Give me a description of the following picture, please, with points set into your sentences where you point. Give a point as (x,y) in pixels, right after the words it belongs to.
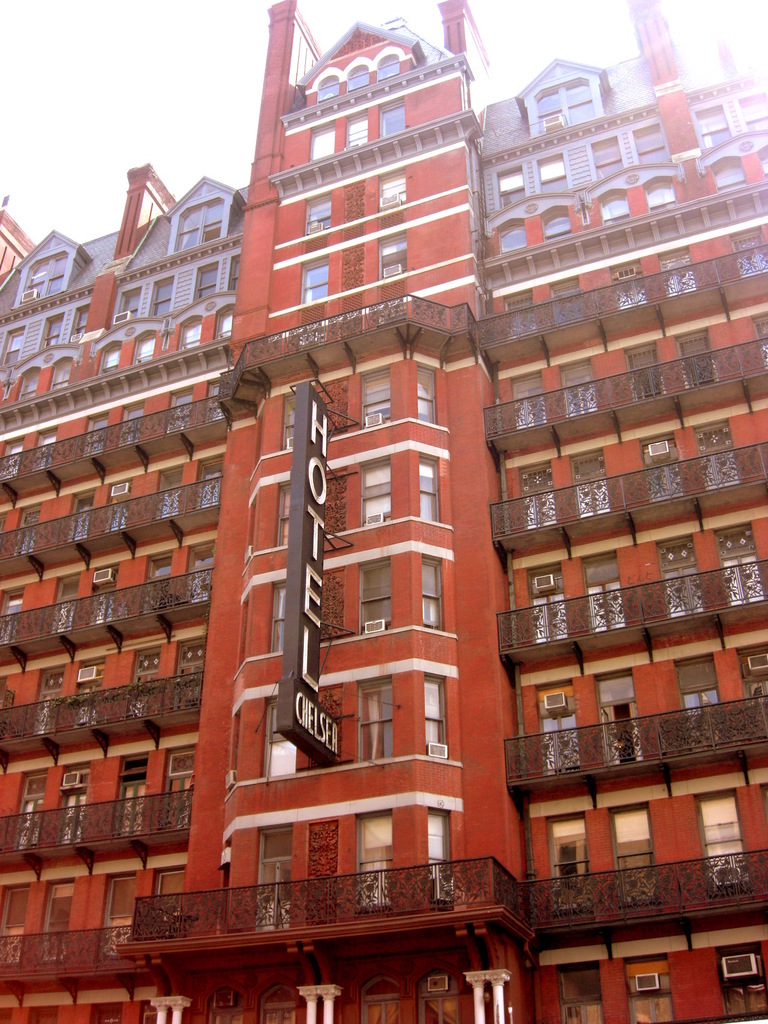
In the picture we can see a hotel building (491,645) which is red in color with windows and glasses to it and railings (515,912) and we can see a board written as HOTEL Chelsea on it and in the background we can see a sky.
